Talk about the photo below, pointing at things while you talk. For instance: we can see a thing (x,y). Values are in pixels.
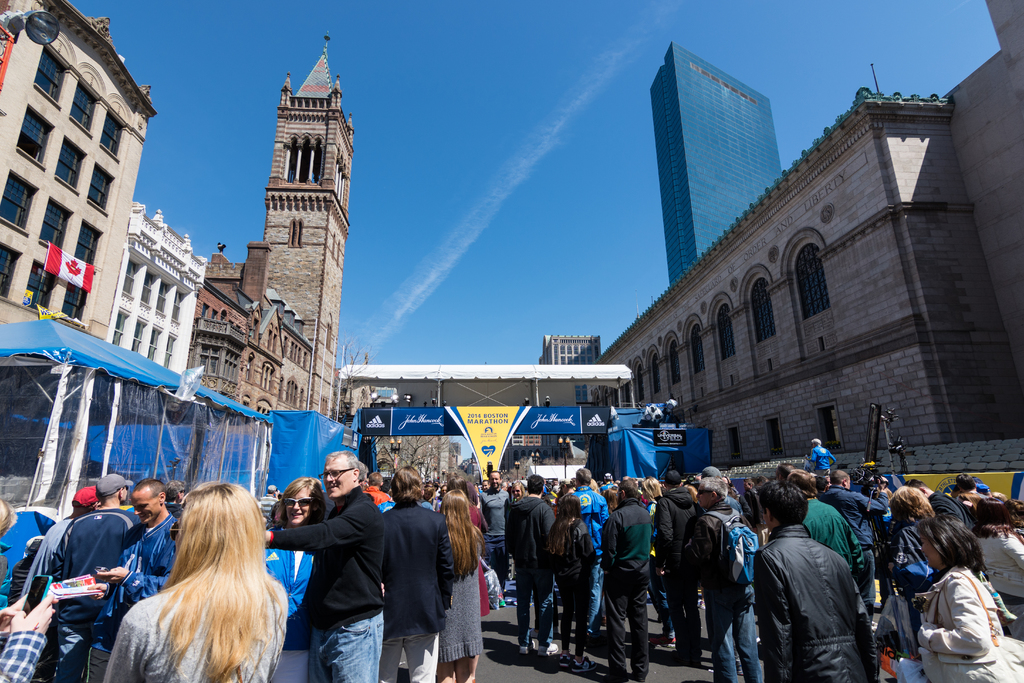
This image is taken outdoors. At the top of the image (472,148) there is the sky (391,84). At the bottom of the image (560,652) there is a road (524,664). In the middle of the image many people (363,584) are standing on the road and a few (871,511) are clicking pictures and a few (125,587) are holding mobile phones (100,574) in their hands (99,574). In the background (908,300) there are a few buildings (227,365) with walls (19,280), window (82,254), railings (133,234), roofs (85,22) and doors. There is a skyscraper (704,181) and there is a tower (279,251). There is a flag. There are a few carvings (151,225) on the walls (304,129). There are a few boards (450,429) with text (497,420) on them and there are a few sheets (231,455) and tents (75,426).
